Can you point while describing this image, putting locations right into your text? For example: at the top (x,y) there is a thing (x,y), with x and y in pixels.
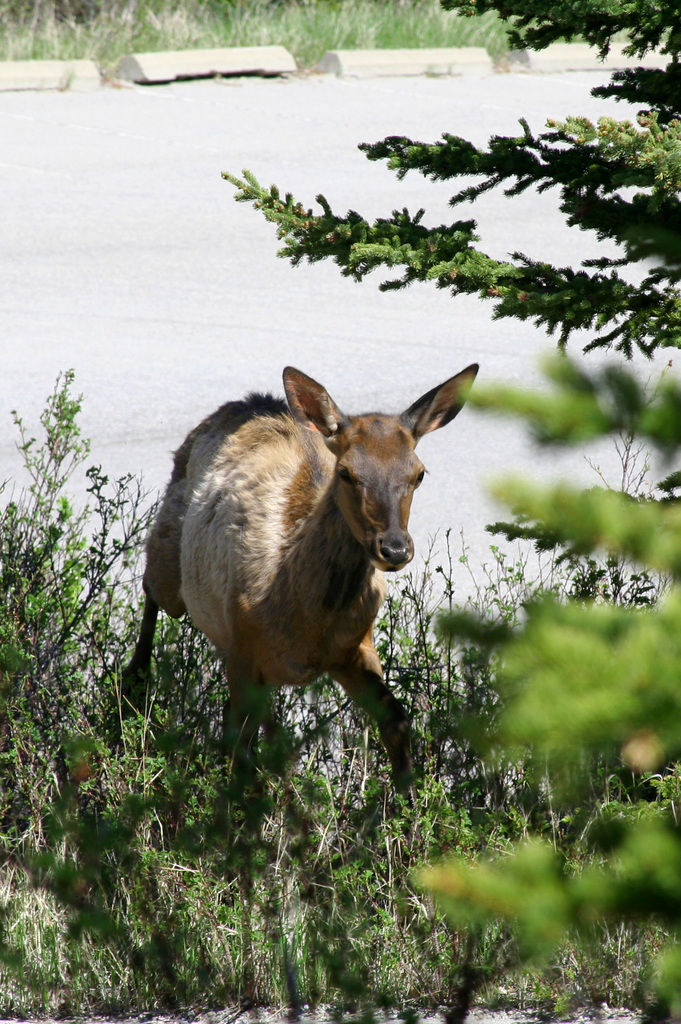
We can see an animal (214,552), plants (130,626) and road (377,184), on the right side of the image (578,541) we can see leaves (646,514). In the background (331,18) we can see grass (308,14).
